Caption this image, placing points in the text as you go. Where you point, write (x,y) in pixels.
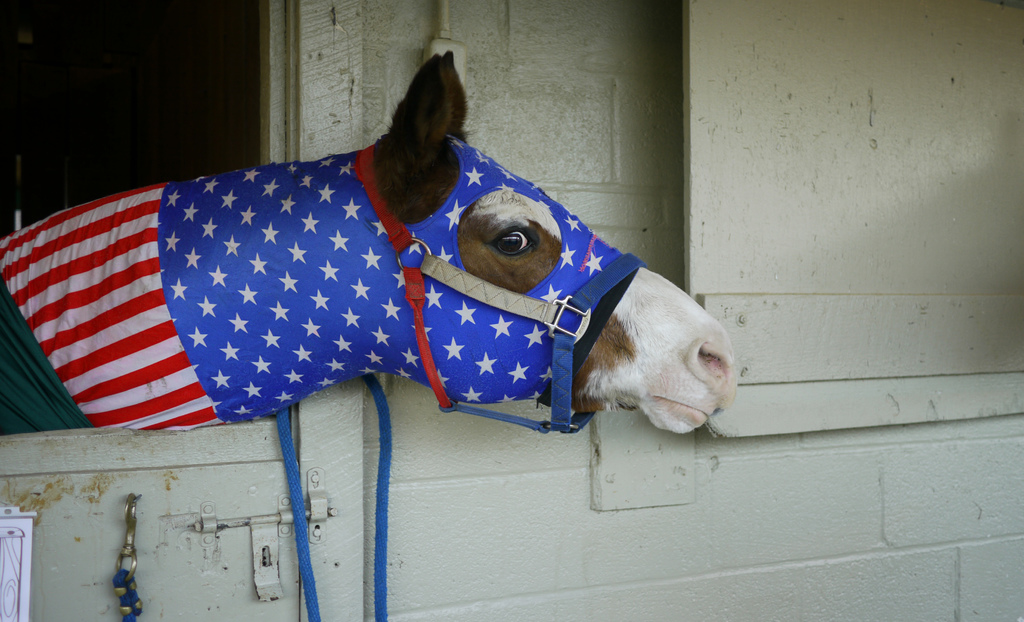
In the image we can see the horse (486,213) and the wall (749,250).
